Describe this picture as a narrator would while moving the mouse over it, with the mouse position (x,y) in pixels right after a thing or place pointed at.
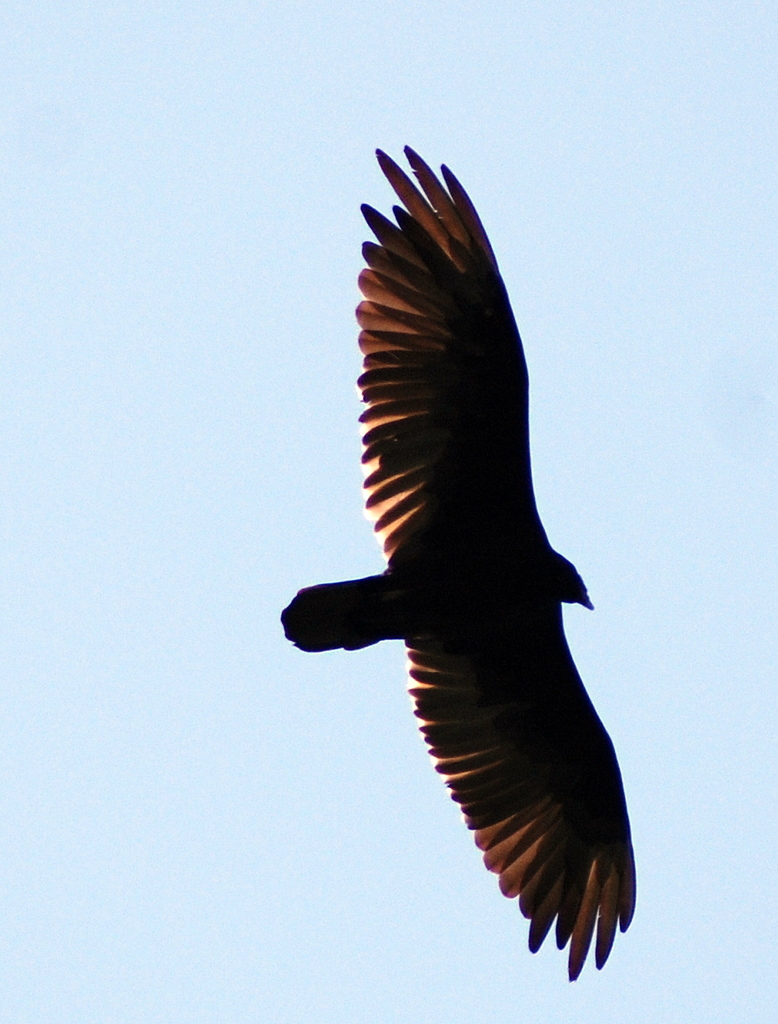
In the image we can see there is a bird (528,613) flying in the sky (216,770) and the sky (327,495) is clear.
